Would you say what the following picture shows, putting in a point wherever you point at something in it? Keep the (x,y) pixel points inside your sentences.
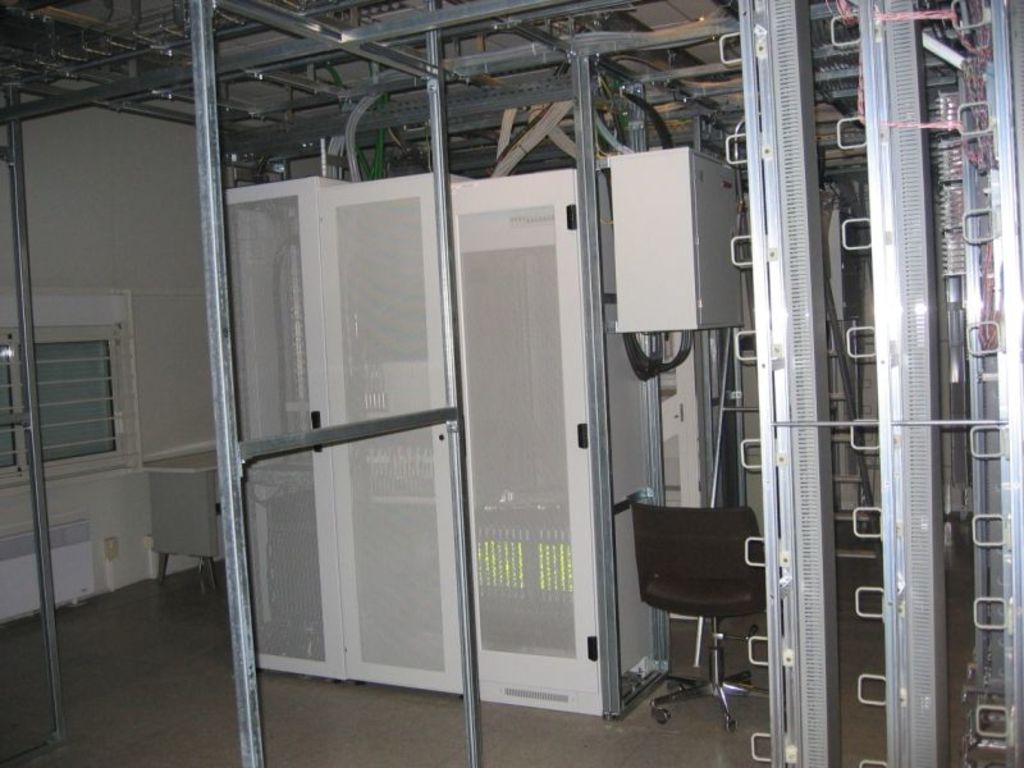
In this image we can see a roof (341,108) with a rod (436,105). In the middle of the image (393,479) there are three boxes (301,318), beside the box (570,374) there is a chair (682,542). On the left side of the image (131,265) there is a white wall (76,511) with a closed window (129,382).
